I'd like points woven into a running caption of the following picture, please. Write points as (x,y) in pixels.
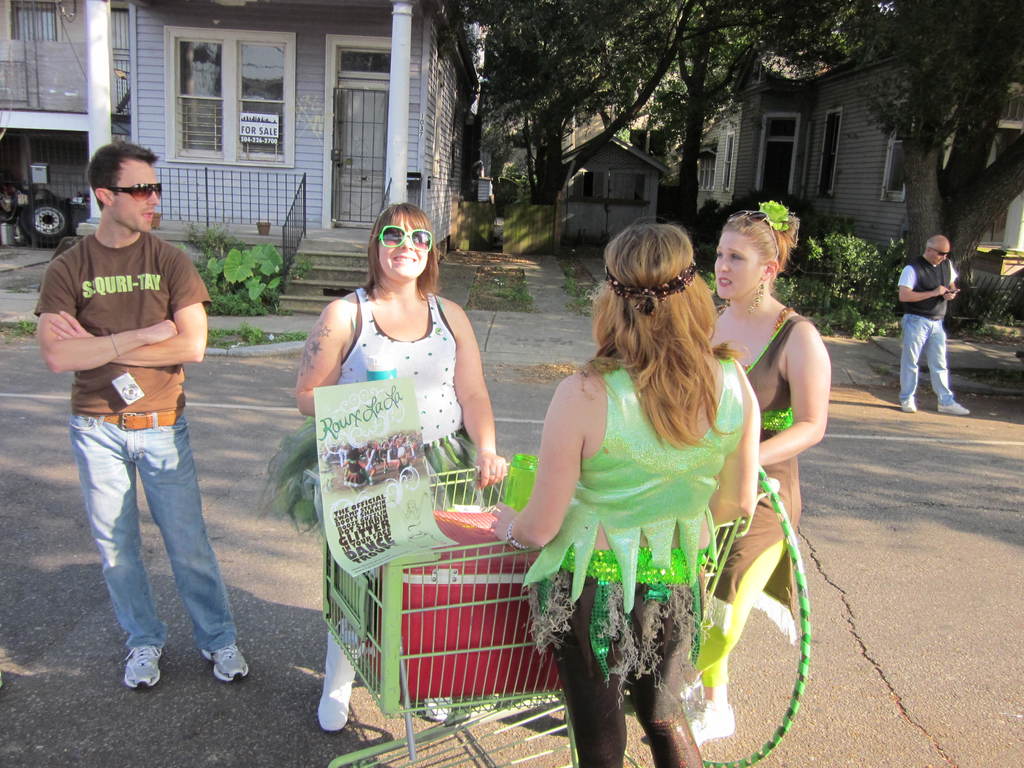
In this image there is a building (55,165), there are objects (56,209) and there is a person (106,468) on the left corner (106,499). There are people (599,650) holding objects (450,652) in the foreground (560,642). There is a road (360,713) at the bottom (217,747). There is a person (925,273), there are trees (979,73) and houses (879,212) on the right corner (959,273). There are buildings (331,143), metal fence (70,172), windows (218,54), trees (664,154), plants (271,275) in the background (240,289).
